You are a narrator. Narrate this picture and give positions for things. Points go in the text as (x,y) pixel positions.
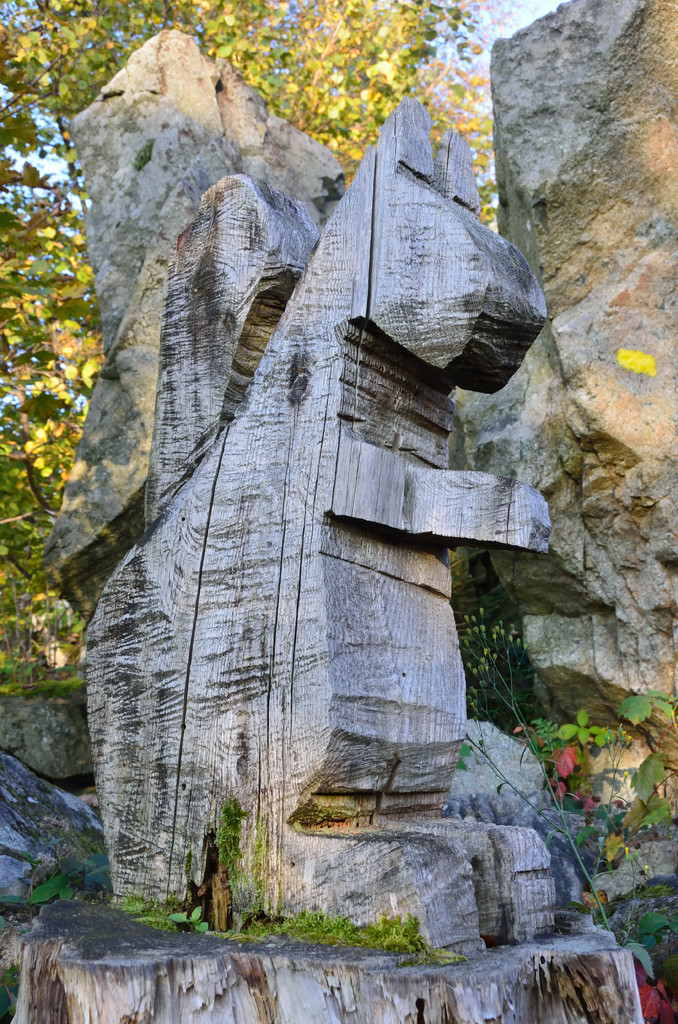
In this image there is a wooden statue (439,639) which is carved on the tree (250,719). In the background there are stones (279,131). Behind the stones (226,88) there are trees (297,82).
